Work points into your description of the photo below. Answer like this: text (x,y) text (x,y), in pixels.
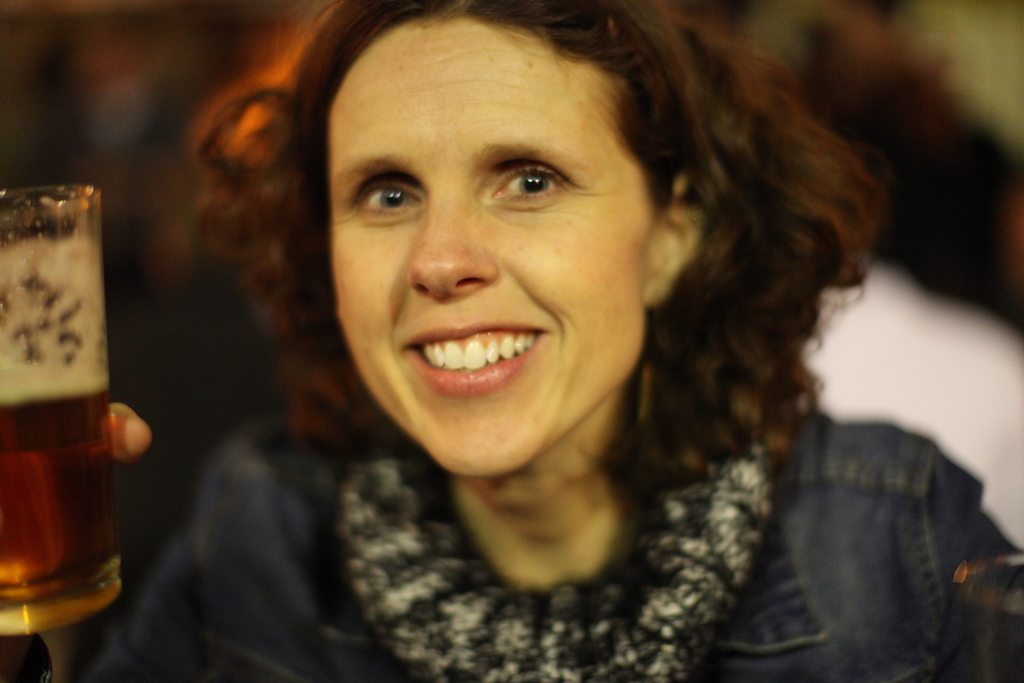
In this picture we can see a woman (686,309). She is smiling. And she is holding a glass (103,430) with her hand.
